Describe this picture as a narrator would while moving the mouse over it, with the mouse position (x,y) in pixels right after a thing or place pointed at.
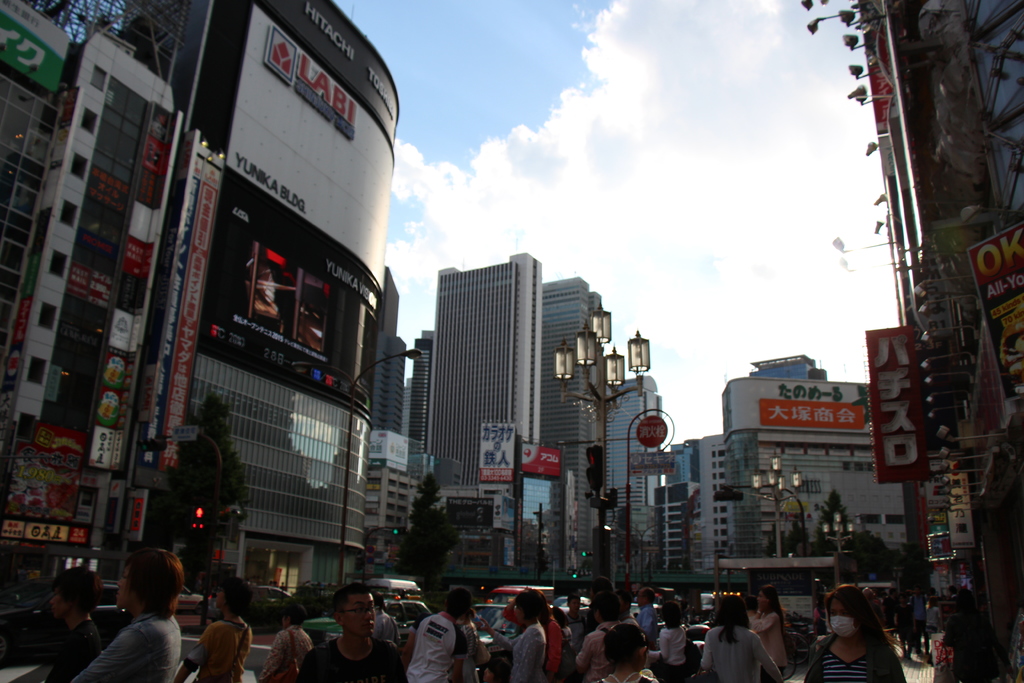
In this image I can see the group of people (285,655) standing on the road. And these people (440,668) are wearing the different color dresses (425,656). To the side I can see many boards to the poles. And there are buildings (269,455) and trees (420,559) around these people (599,601). In the back (531,197) I can see the clouds (565,203) and the blue sky (439,62).
